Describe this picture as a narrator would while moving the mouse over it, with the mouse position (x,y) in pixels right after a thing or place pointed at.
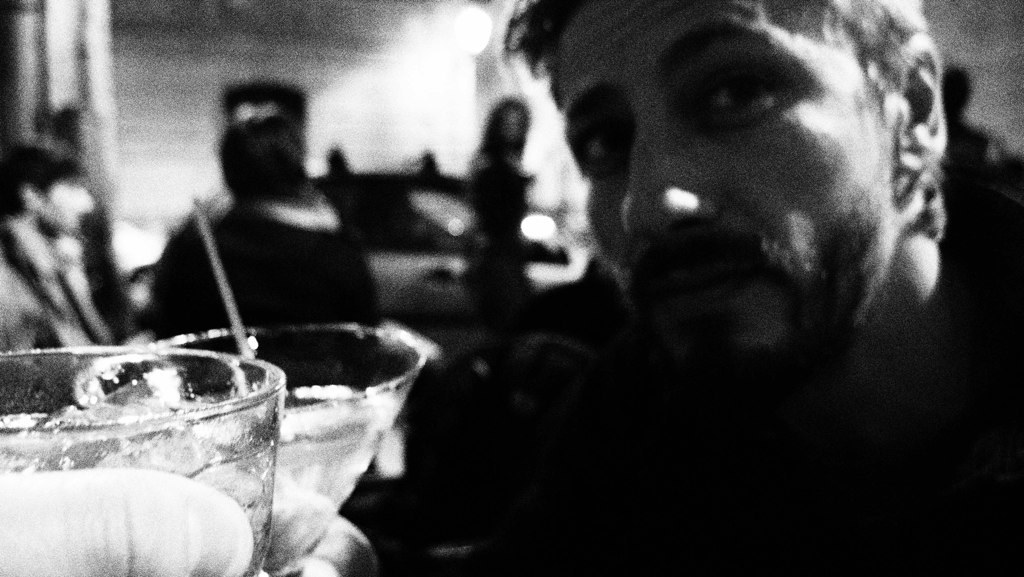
On the left (85,346) we can see two glasses (240,442). On the right (718,74) we can see a person (740,499). On the left (139,529) we can see a person's finger (148,512). The background (994,54) is blurred.
